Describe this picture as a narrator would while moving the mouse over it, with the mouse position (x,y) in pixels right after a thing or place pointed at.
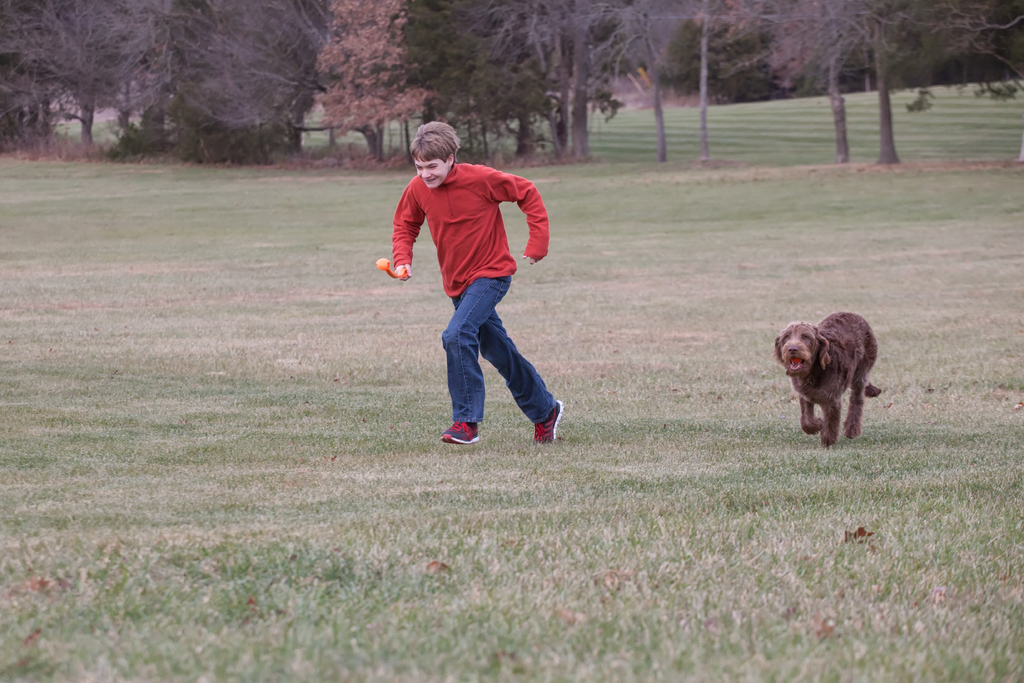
In this image there is a person (504,254) wearing a red top (441,250) is running on the grassland (530,553). Right side (838,383) there is a dog (849,331) running on grass land (659,505). Background (19,24) there are few trees (492,79).
